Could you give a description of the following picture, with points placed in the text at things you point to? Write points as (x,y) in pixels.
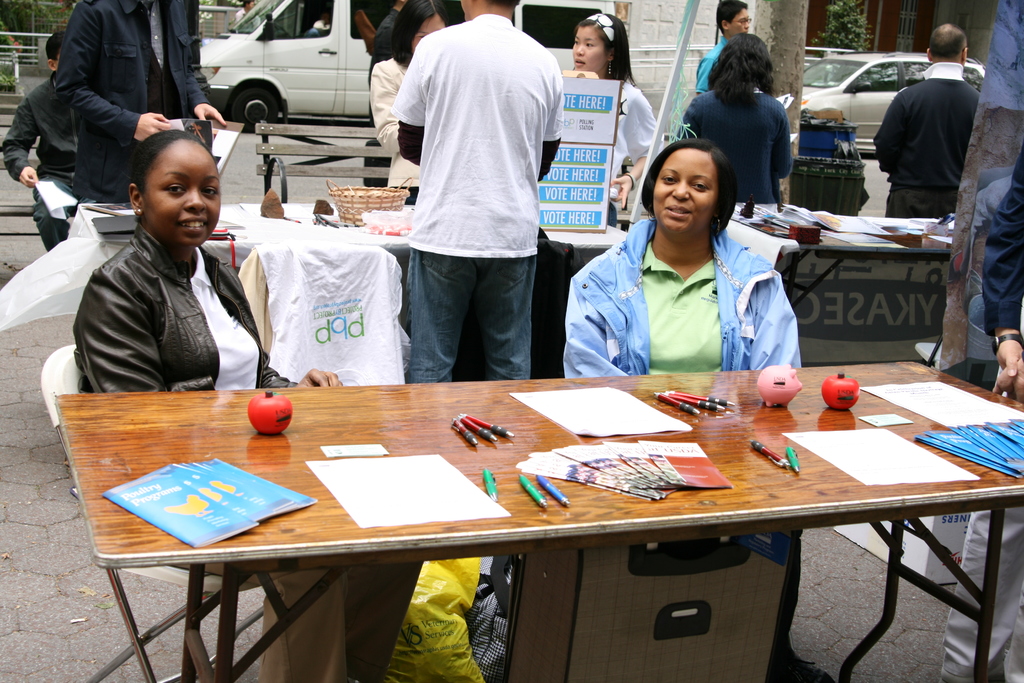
In the image we can see two persons (690,315) were sitting on the chair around the table (513,450). On table (515,488), we can see books (226,491), fruits (281,424), papers (452,515), pen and box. In the background (765,136) there is a wall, pillar (785,57), plant (849,40), vehicles (869,80), tables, bench (296,168), dustbin (843,148) and few persons (914,126) were standing.
